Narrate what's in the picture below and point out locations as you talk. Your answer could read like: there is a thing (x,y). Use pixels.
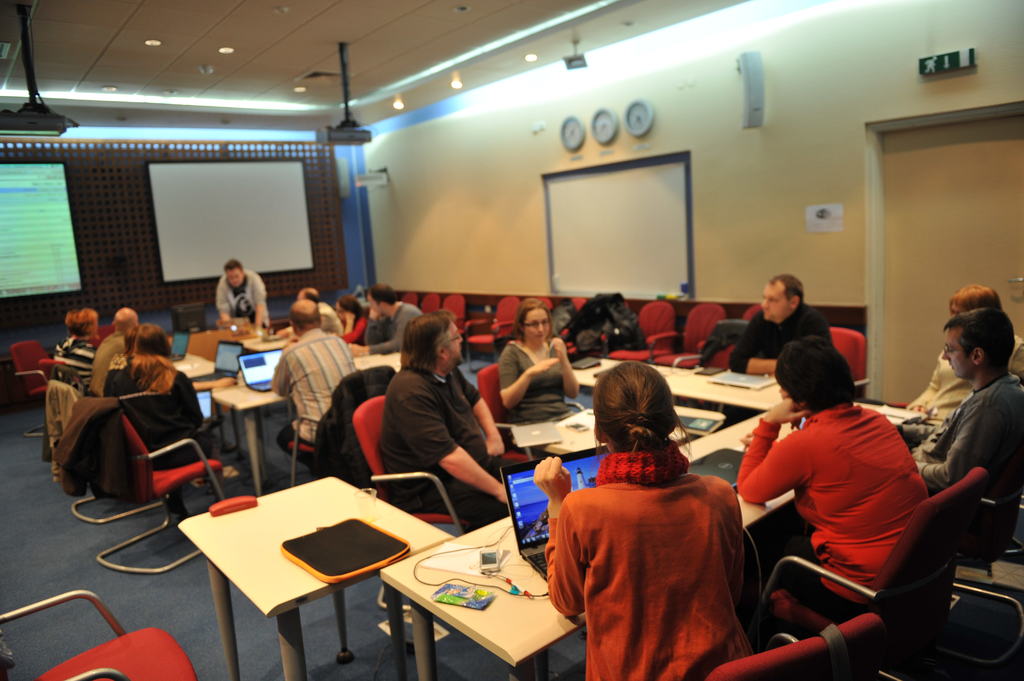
In this image few people (75,321) are sitting on chairs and person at the middle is standing. Person (671,659) at the bottom of the image (493,617) is having laptop (603,455) before her on the table (545,649) which is having wire (488,587) and some packet (488,603) on it. There are three clocks (571,147) fixed to the wall (688,135) and two screens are attached to the wall (679,85). There are two projectors (344,132) hanged to the roof (265,58). There is a door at the right side of image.
